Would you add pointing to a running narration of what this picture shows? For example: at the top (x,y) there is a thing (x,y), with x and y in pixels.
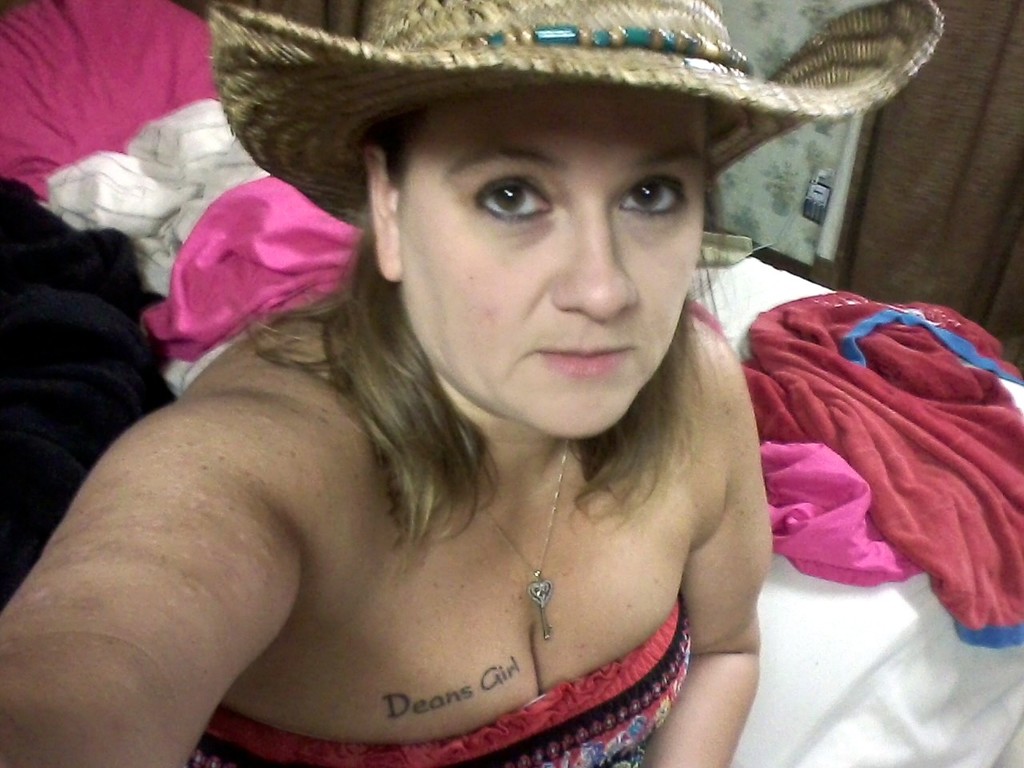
In this picture there is a lady (328,488) in the center of the image (352,268), she is wearing a hat (760,100) and there are clothes (929,342) in the background area of the image (72,266).
